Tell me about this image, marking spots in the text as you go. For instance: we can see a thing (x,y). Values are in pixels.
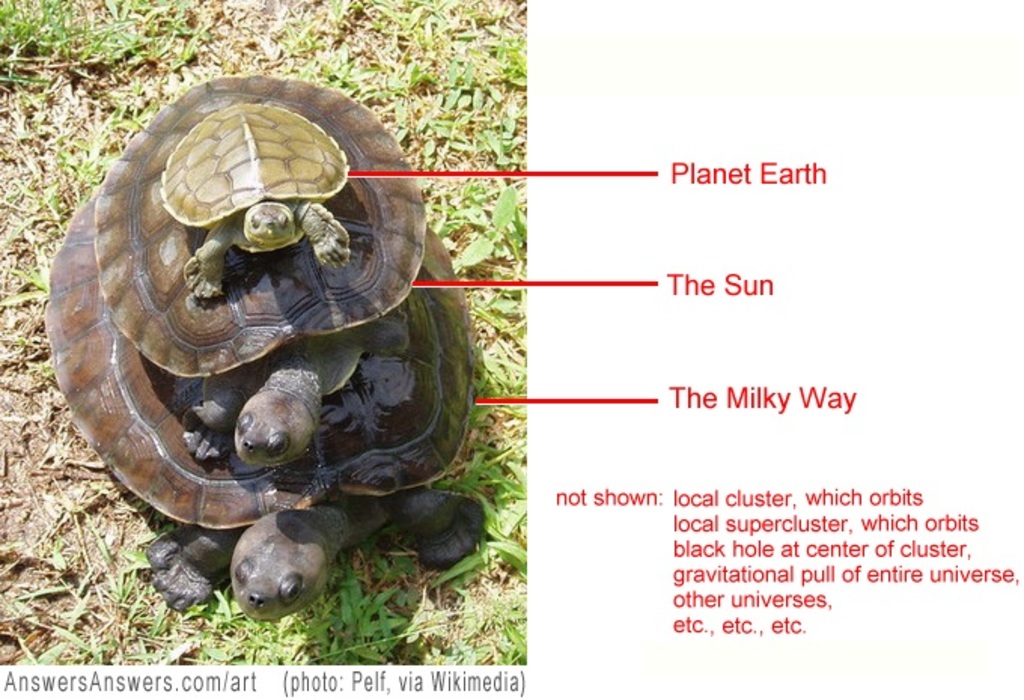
In this image I can see three turtles (404,382) are standing on the grass (417,571). This image is taken during a day.
